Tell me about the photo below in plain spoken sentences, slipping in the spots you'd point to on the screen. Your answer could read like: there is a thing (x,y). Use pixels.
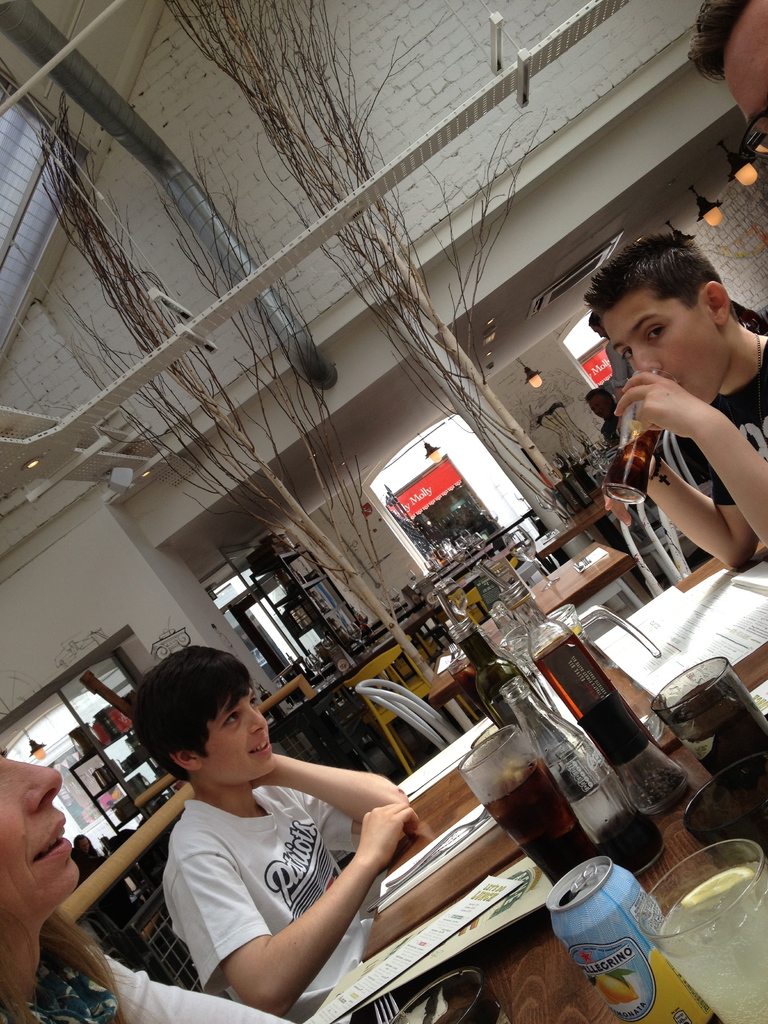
In this image there are four persons (233,852) sitting around the table (584,864). On the table (640,876) there are glasses (558,818), jars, papers (739,622), menu cards (511,889), spoons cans (590,939) on it. At the top (85,180) there is ceiling (77,117). In the background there are so many tables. There is a pipe (47,43) at the top (83,37). There are lights (683,232) which are hanged to the roof (695,178). In the background (124,773) there are shelves (113,776) in which there are jars (109,776) and vessels (85,735).
